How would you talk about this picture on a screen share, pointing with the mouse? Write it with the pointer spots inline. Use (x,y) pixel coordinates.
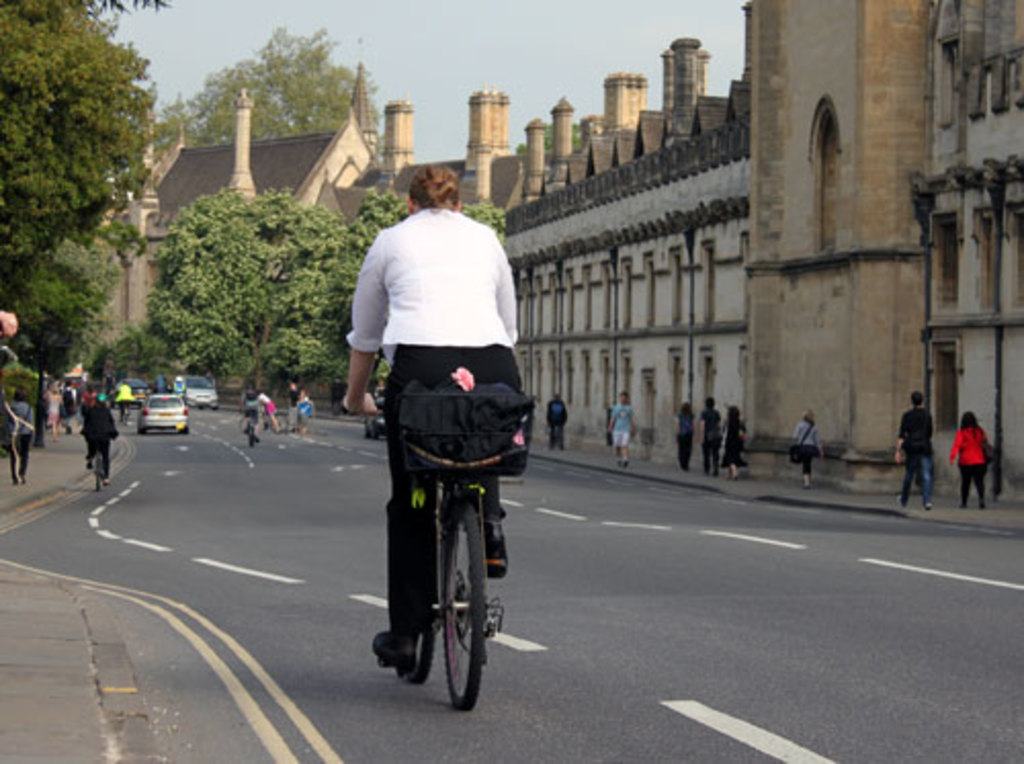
As we can see in the image there are few people (299,399), trees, windows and few people (89,429) riding bicycles (481,671). At the top (422,30) there is sky (348,55).
